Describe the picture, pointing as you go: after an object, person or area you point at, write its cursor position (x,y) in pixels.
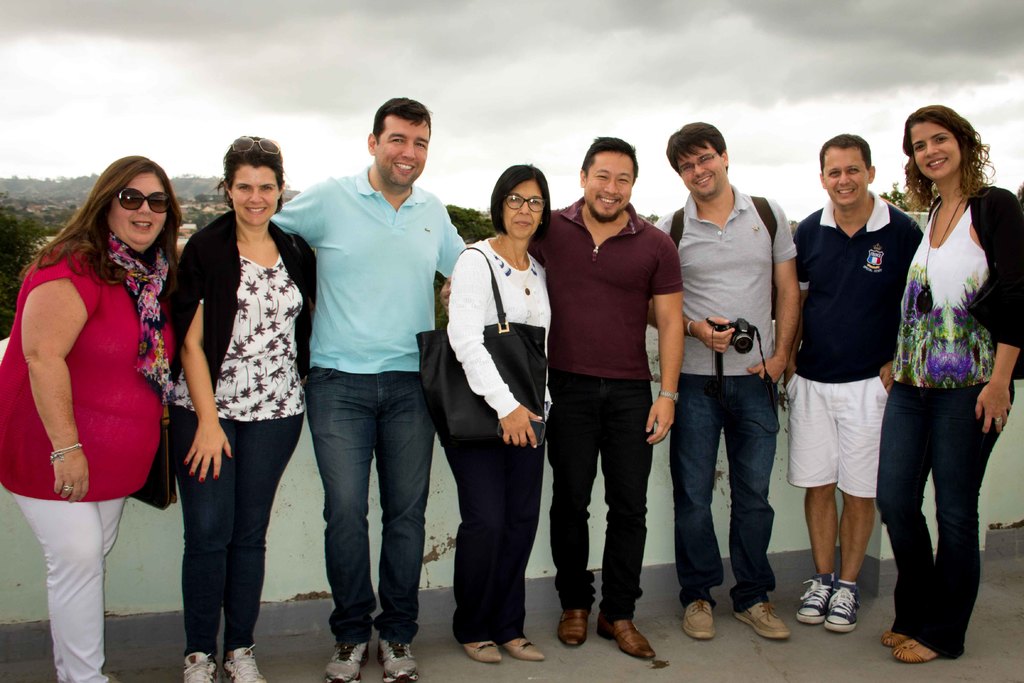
There are people (672,283) standing and smiling, this woman (476,267) wore bag (501,370) and this man (708,317) holding a camera (738,317), beside these people (274,436) we can see wall (301,573). In the background (16,172) we can see trees (67,201) and sky (678,60) with clouds (453,119).
